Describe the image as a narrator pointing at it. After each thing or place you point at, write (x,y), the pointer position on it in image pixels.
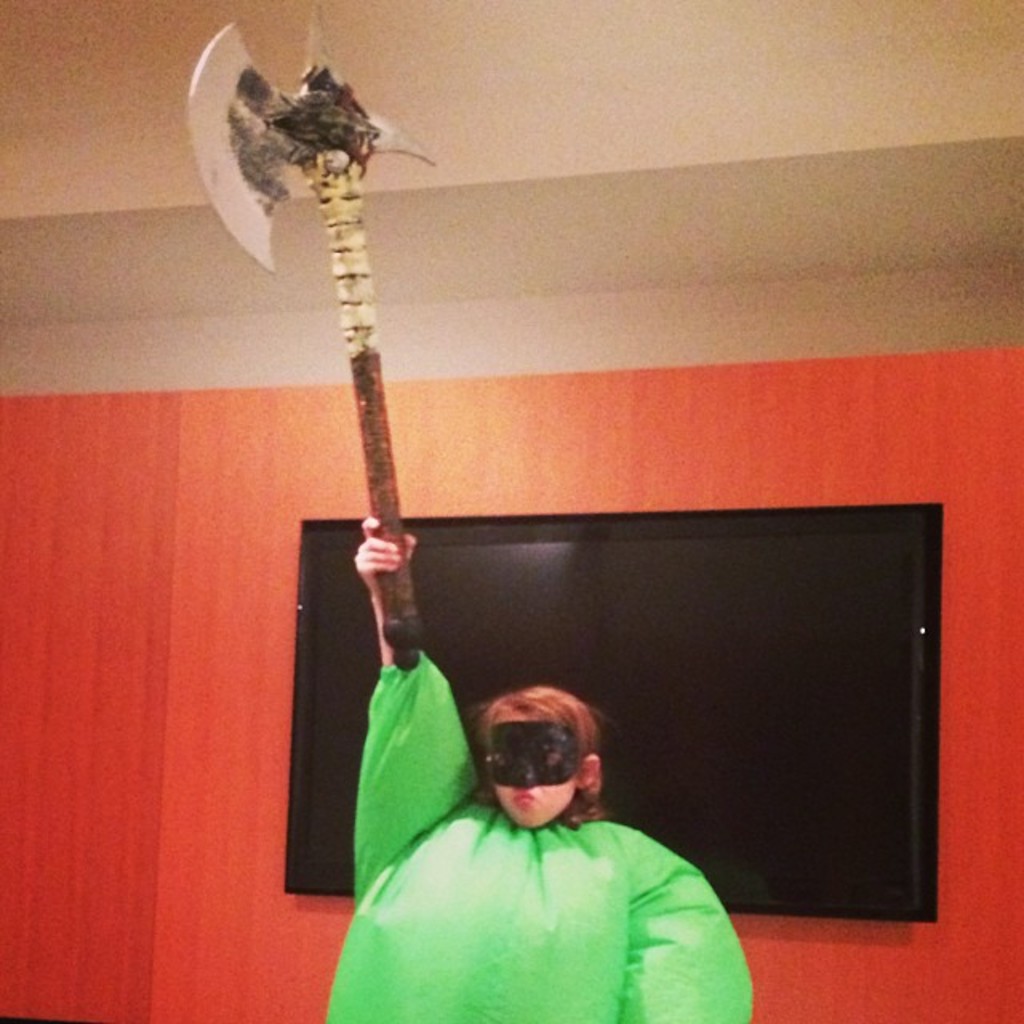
In this image I can see a person (568,1007) holding a weapon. The person (415,957) is wearing green color dress (546,954), background (726,663) I can see a screen (710,673) and the wall (811,296) is in cream and orange color.
